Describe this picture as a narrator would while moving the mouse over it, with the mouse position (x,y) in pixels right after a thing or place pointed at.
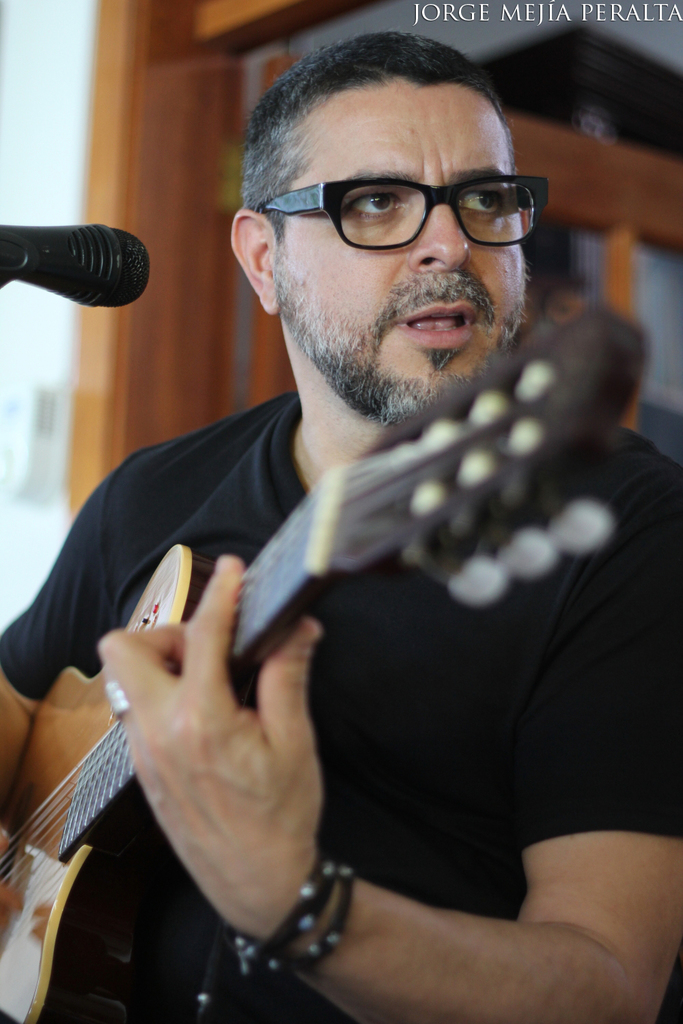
In this image I can see a man (278,682) holding a guitar (255,578) and there is a mic (94,259).
